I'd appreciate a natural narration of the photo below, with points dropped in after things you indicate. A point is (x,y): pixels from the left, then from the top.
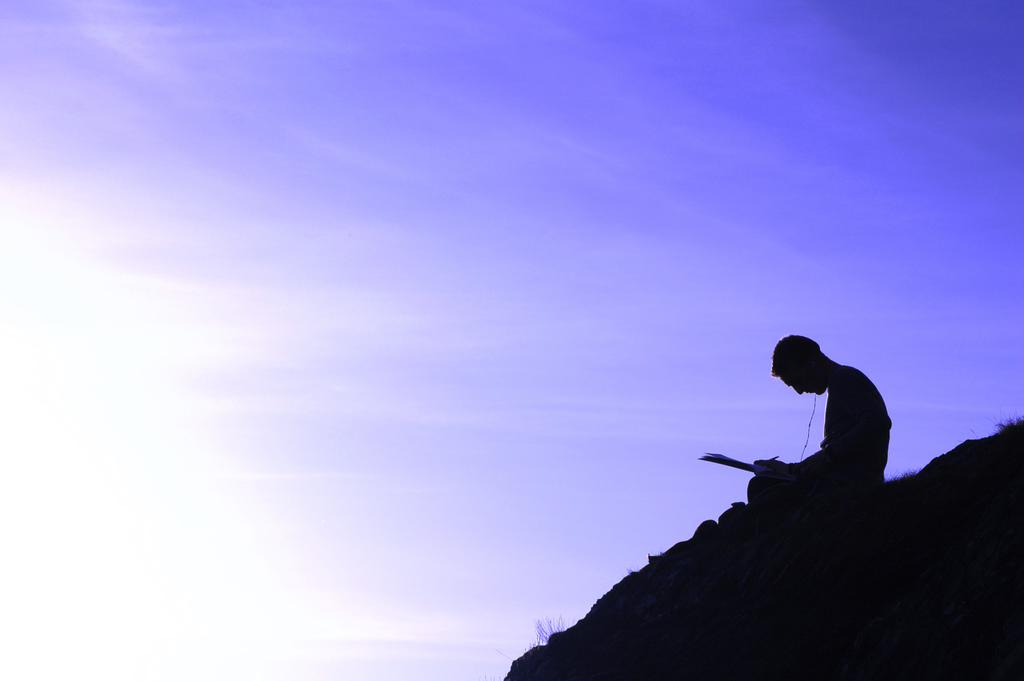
In this picture there is a boy (790,496) on the right side of the image (857,433), it seems to be, he is writing and there is sky (215,273) at the top side of the image (505,157).
